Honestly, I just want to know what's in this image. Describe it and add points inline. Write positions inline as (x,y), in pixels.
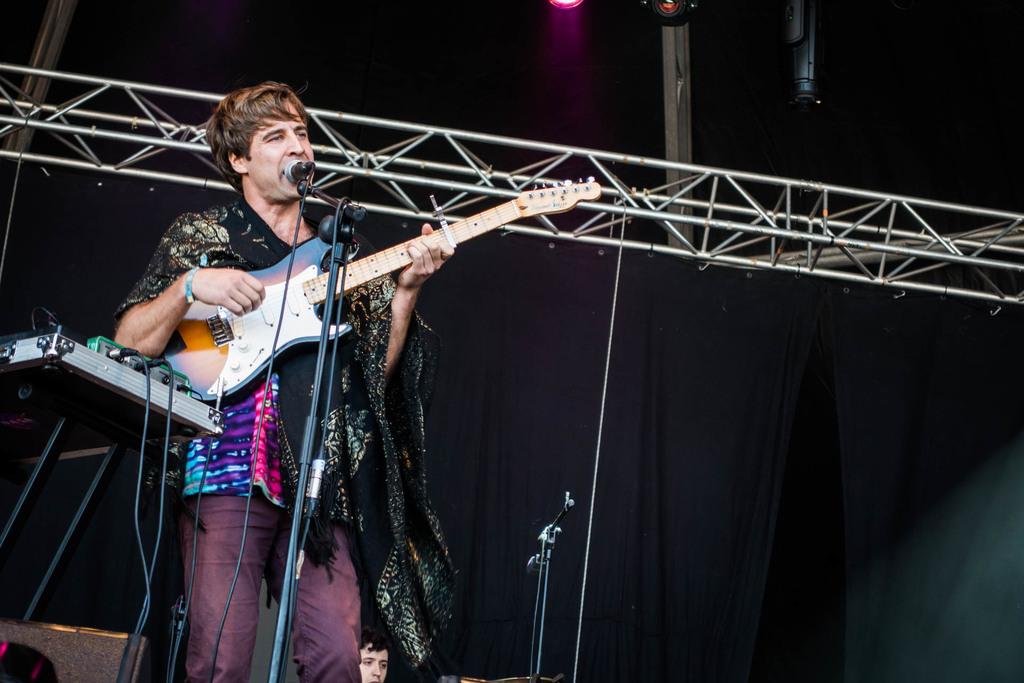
As we can see in the image, there is a man (284,153) standing and singing on mike (287,172) and holding a guitar (214,323) in his hands (410,285).
